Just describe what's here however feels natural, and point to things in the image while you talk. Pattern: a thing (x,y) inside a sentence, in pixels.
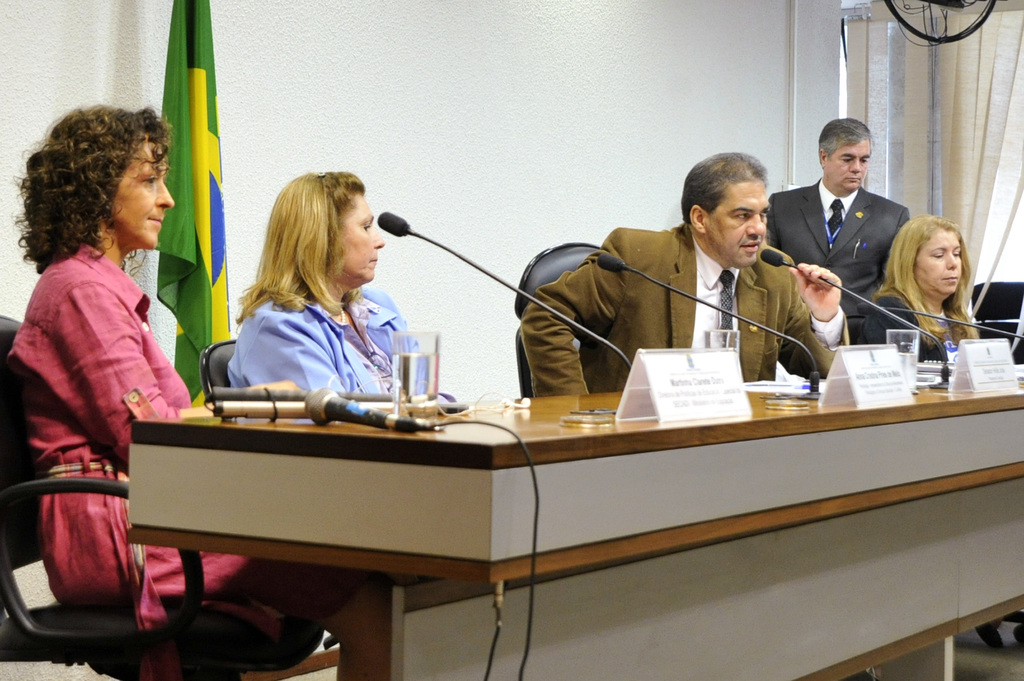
There are four persons (378,295) sitting. This is a table (603,463) with mike's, water glass (412,339), name boards (685,401) placed on it. Here another person (847,262) is standing. This is a flag (199,208) hanging to the pole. This looks like a curtain (966,100).
